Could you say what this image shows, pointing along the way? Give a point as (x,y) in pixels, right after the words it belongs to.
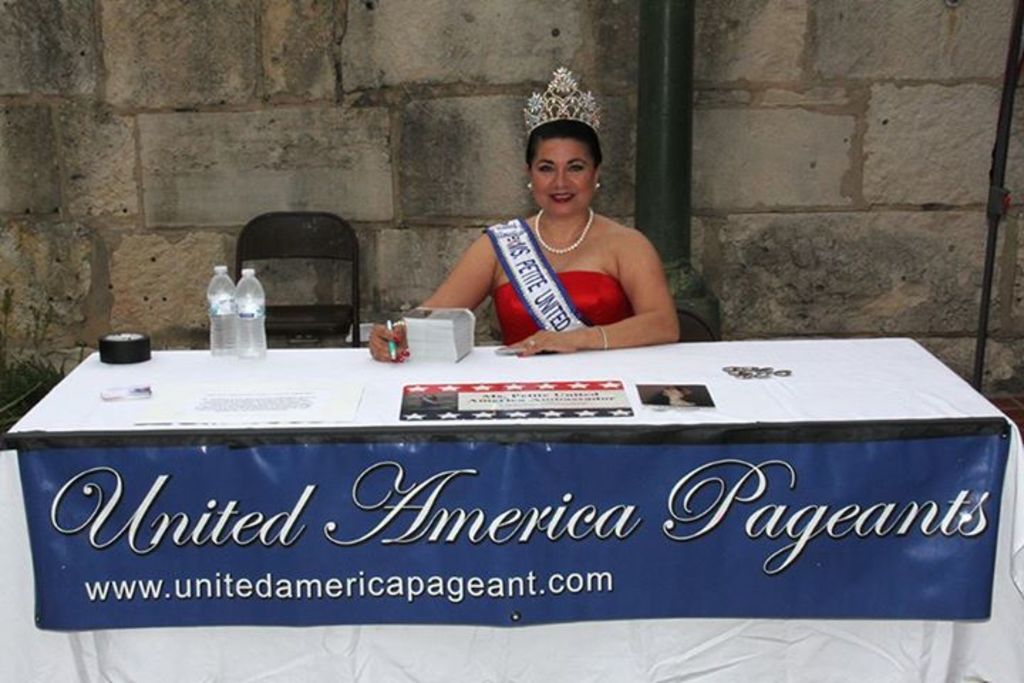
In this image, there is a person (646,290) wearing clothes (574,278) and crown (580,109). This person (566,144) is sitting in front of this table (704,373). This table (670,356) contains water bottles (240,347) and container (132,363). There is a chair (327,216) and wall (491,209) behind this person (551,260). This person (635,291) is holding a pen (396,340).
